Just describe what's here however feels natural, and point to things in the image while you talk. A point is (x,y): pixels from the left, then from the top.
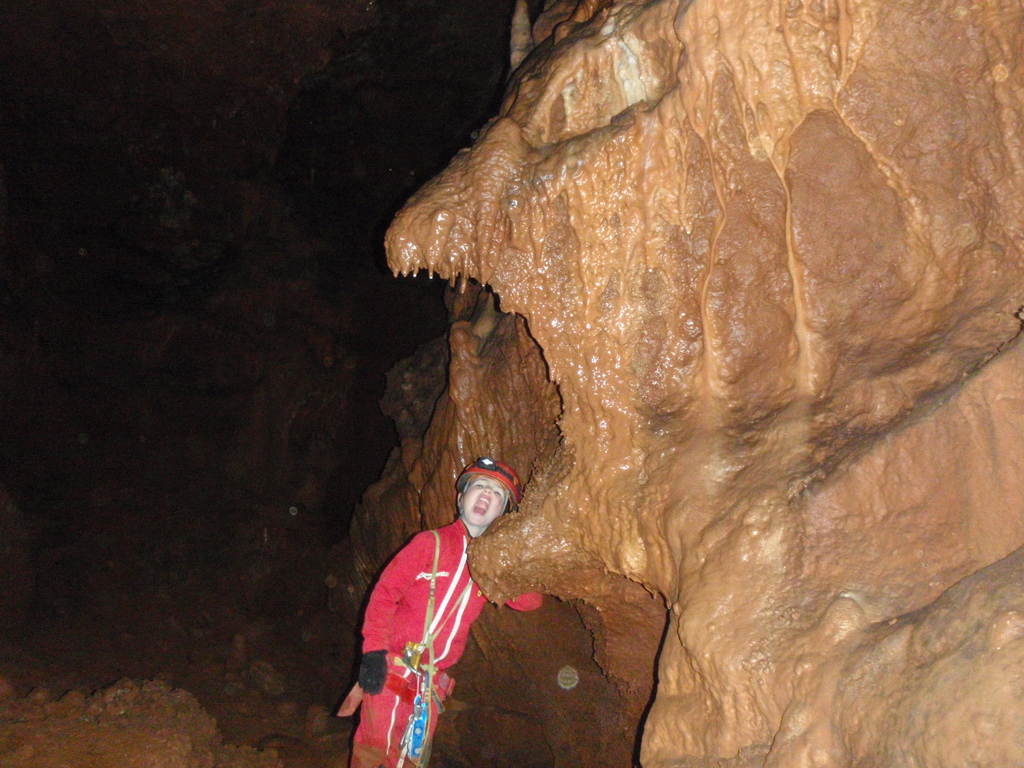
In this image, we can see a natural formation of rock (645,331). We can also see a boy (432,600) wearing red color clothes (430,572) and standing.
